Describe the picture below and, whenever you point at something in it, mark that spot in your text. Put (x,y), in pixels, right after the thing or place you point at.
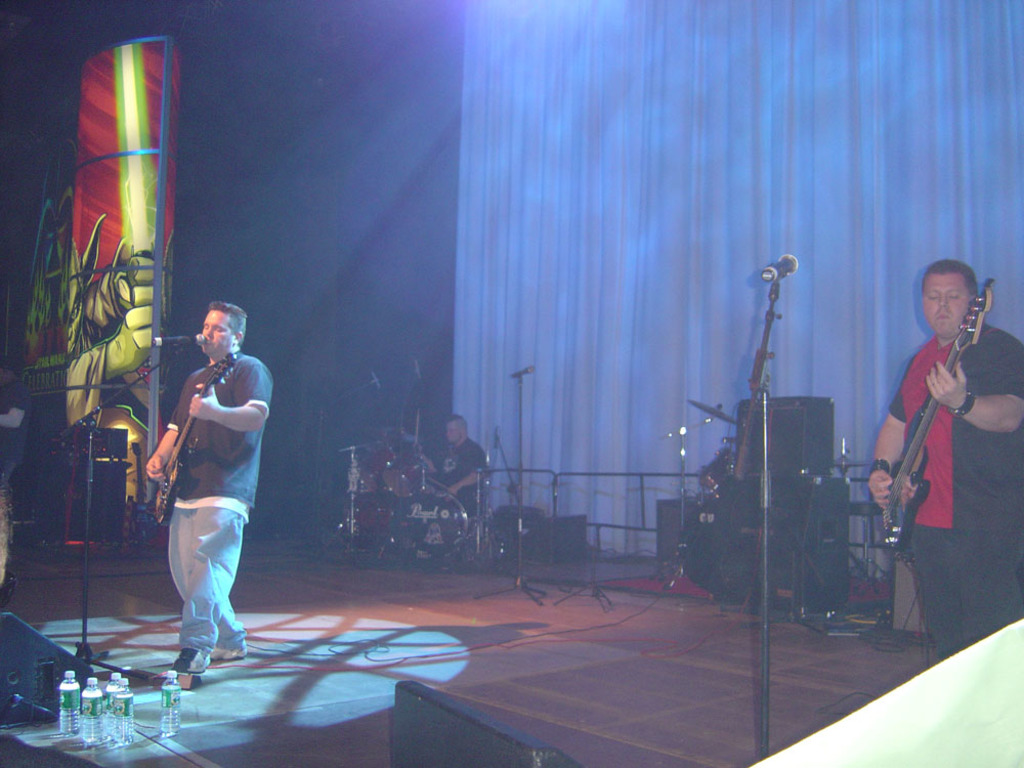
In this picture we can see there are two men (206,461) standing and holding the musical instruments (923,471). A person (458,456) is sitting on the stage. On the stage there are bottles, microphones (194,343) with stands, and there are some musical instruments (355,498). On the left side of the image (89,100), it looks like a screen (118,209). Behind the people (209,446) there is a curtain (590,233).
